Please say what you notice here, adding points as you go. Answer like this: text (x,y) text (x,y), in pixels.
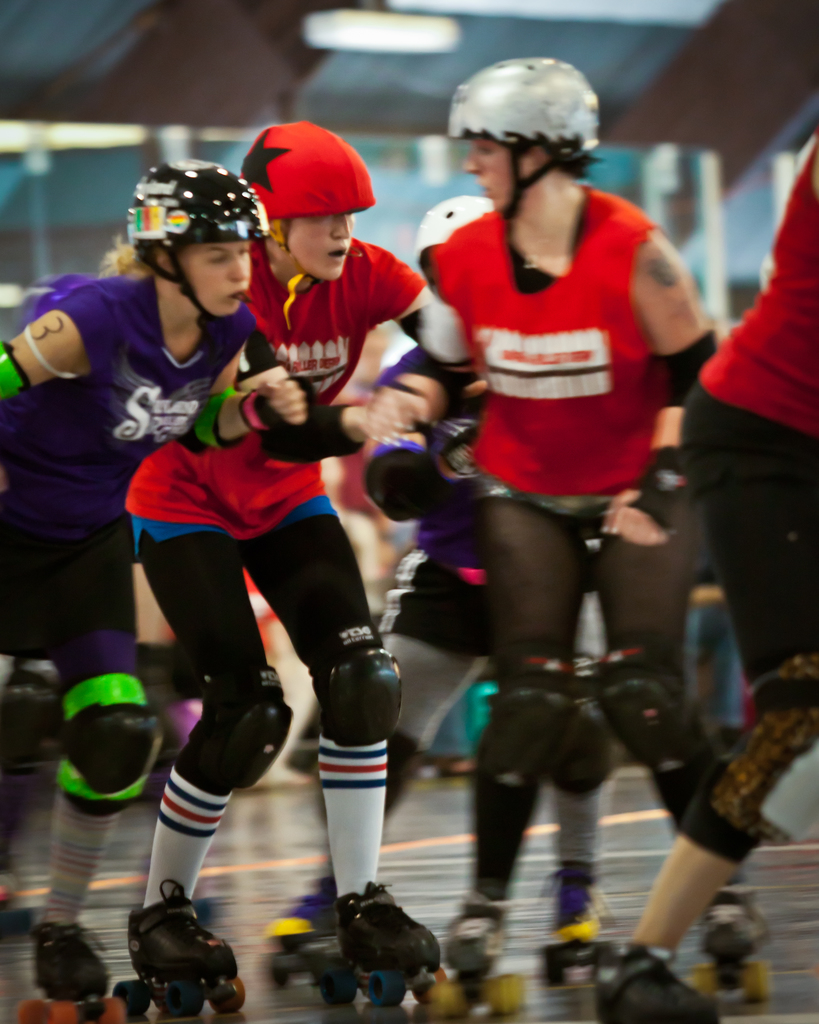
In this image we can see a group of people (418,572) wearing helmets (249,191) and skates (467,968) and behind them, we can also see few lights (433,48) hanging from the roof (442,66).
